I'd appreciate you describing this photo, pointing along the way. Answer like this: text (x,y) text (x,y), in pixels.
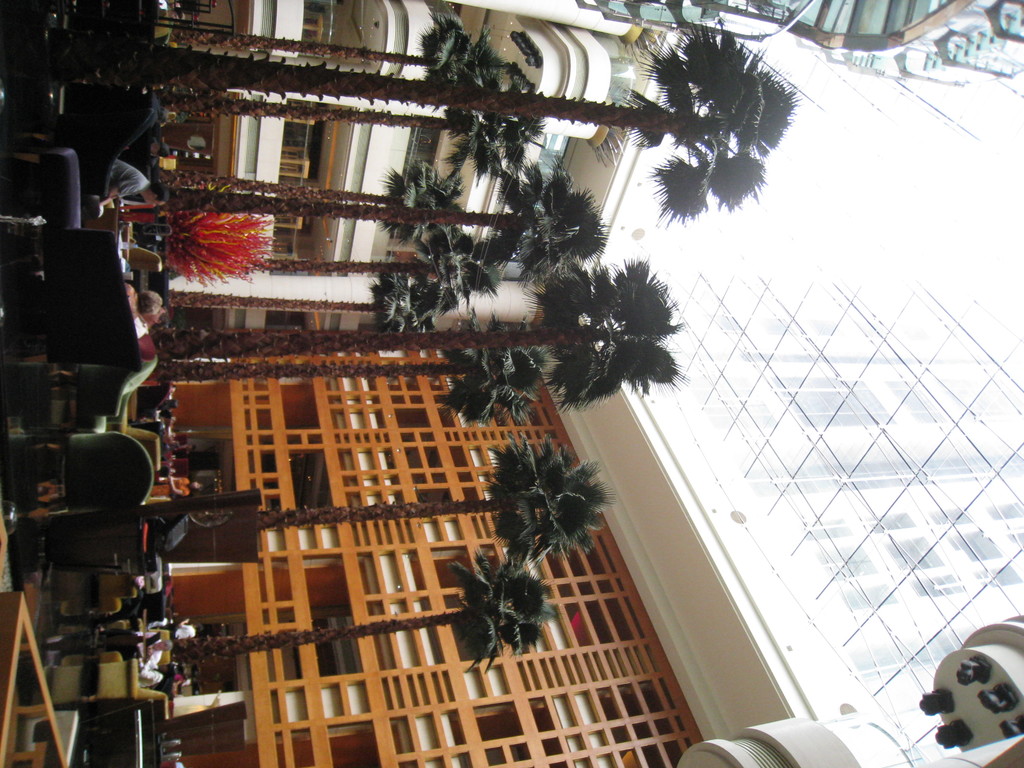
This picture might be taken inside a restaurant (243,562). In this image, we can see a pillar (761,727). In the middle of the image (472,409), we can see some trees (446,257), pillars (171,303). On the left side (148,392), we can see group of people (149,180) sitting on the chair (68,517) in front of the table (11,758). On the right side (933,403), we can see a roof (804,511).
